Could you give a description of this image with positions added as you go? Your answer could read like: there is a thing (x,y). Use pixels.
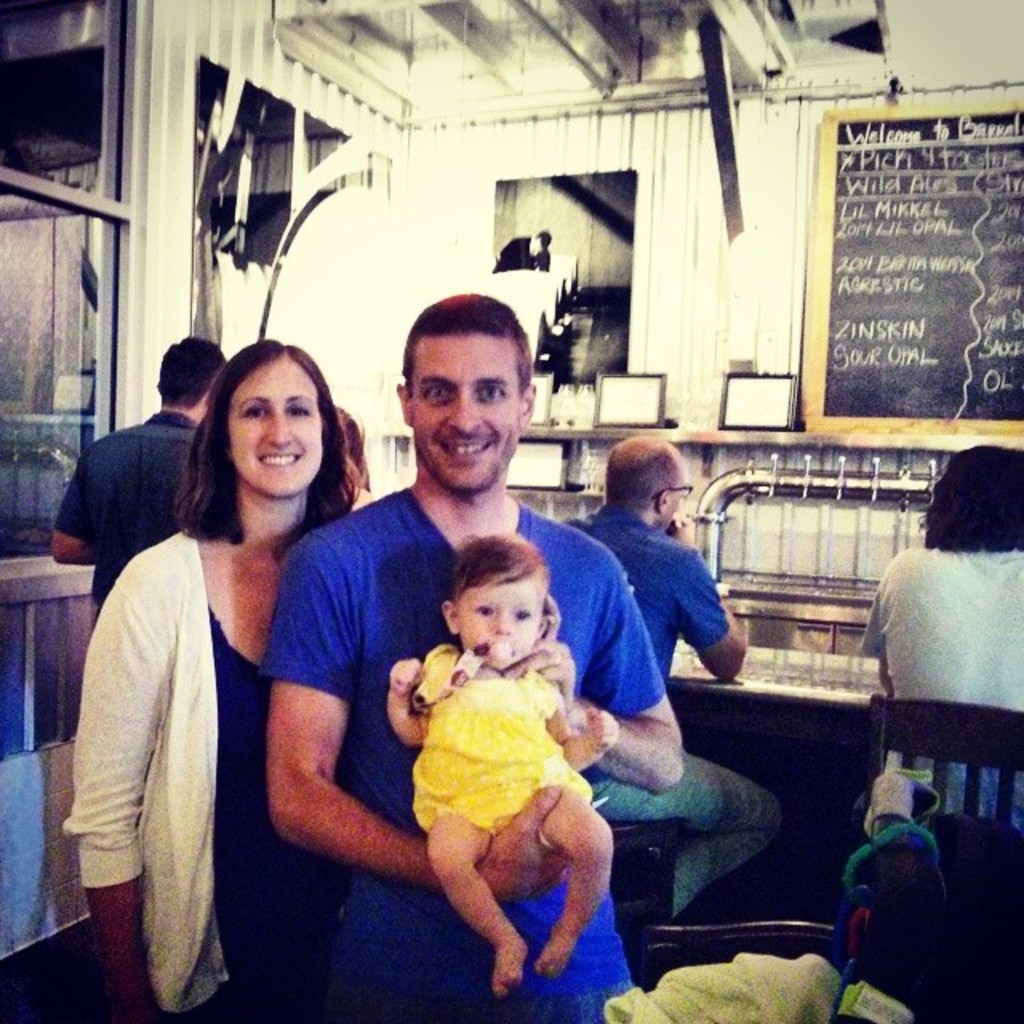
In this image there is a woman (220,636) and a man (315,607) standing, a man (427,964) is holding a baby (502,748) in his hands (502,837), in the background (659,661) there are two persons (751,804) sitting on chairs (878,787) and two are standing and there is a wall (803,219), for that wall (800,204) there is a board (1016,253), on that board (898,254) there is some text (916,260).
